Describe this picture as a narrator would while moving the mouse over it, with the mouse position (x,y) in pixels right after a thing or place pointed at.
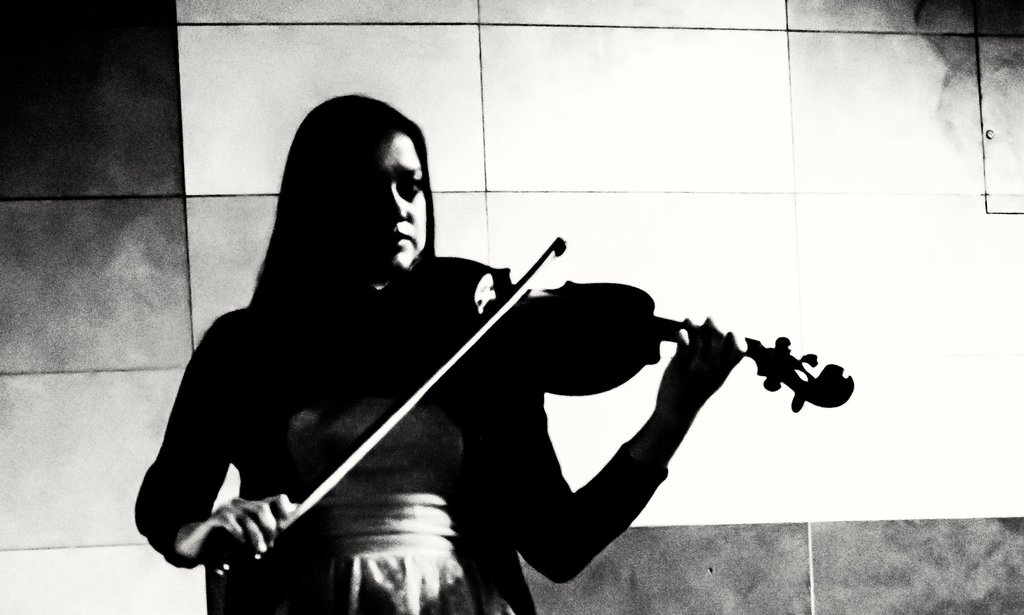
There is a woman (393,270) standing and playing a violin (518,346). In the background (488,59), there is a wall (190,79).
